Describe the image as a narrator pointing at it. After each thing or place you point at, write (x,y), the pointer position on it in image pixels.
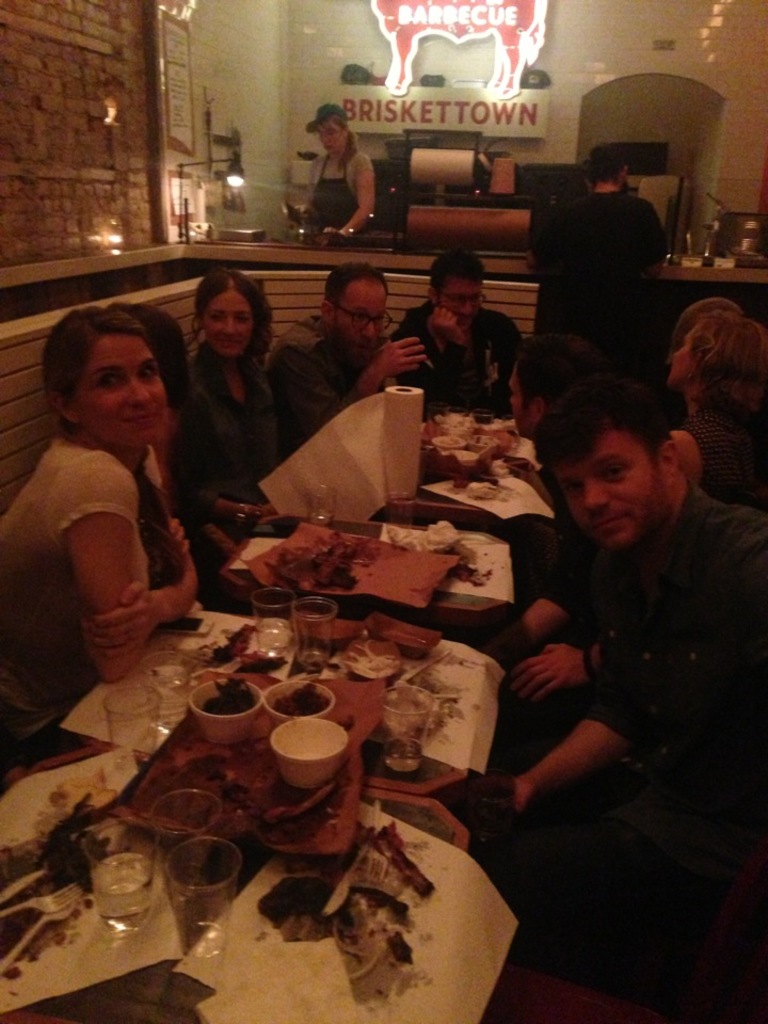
In the image we can see there are many people (161,489) sitting on chair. This is a table (318,597) on which glass (199,847), bowl (225,735), spoon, fork (67,892) and tissue paper (370,461) are kept.
